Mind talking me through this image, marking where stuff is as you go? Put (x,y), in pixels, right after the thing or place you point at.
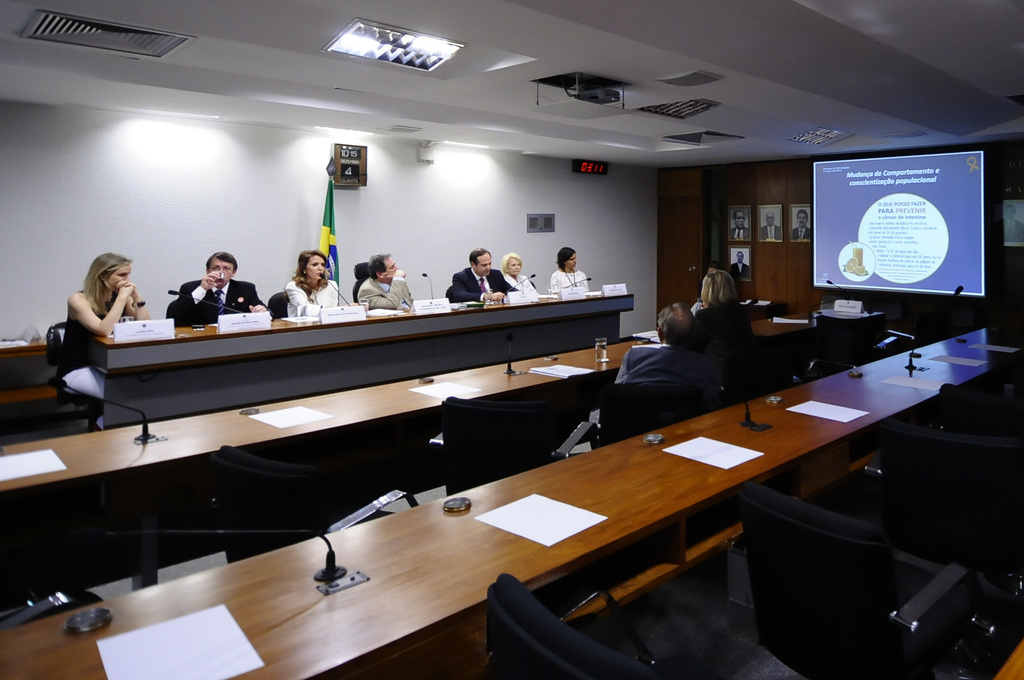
There are some people (311,289) sitting in the chairs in front of a table (501,320) on which a name plates (564,294) and mics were placed. There are men (376,289) and women (102,315) in this group (455,295). Some of the papers (305,408) were placed on the table (448,568). In the background (909,228) there is a projector display screen (883,227) and some photographs (768,219) attached to the wall (768,264) here.
